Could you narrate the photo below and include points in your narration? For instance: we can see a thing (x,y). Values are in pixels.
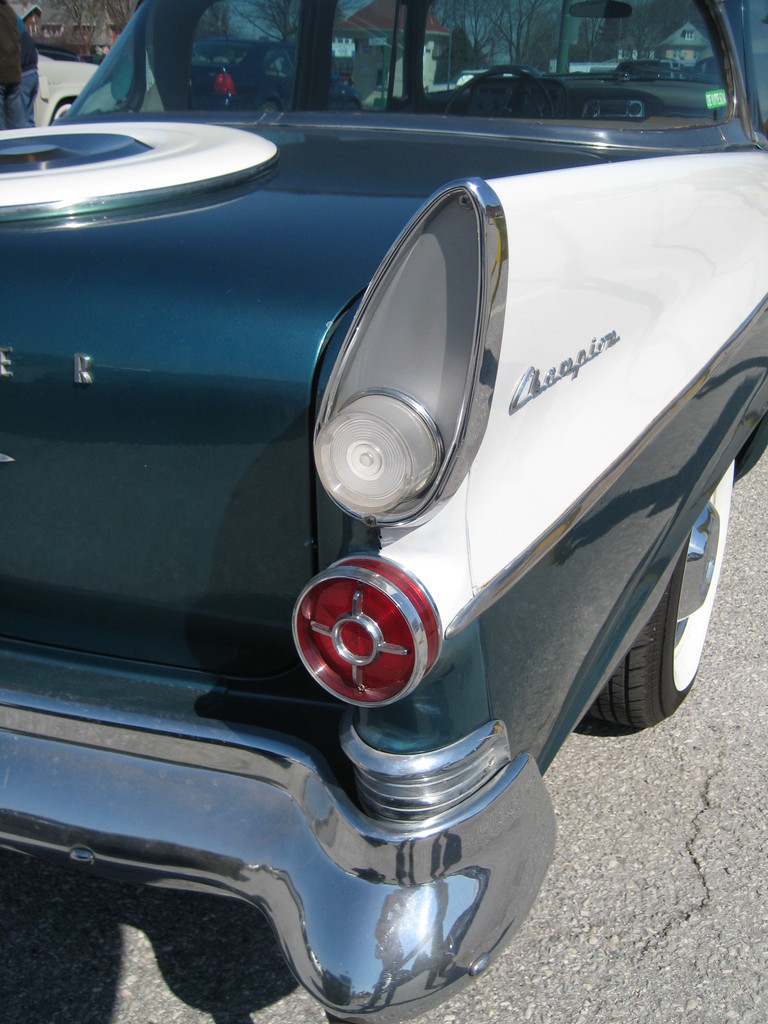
In this image in the center (421,398) there is a car (421,398) with some text (516,405) written on it which is white and green in colour.
